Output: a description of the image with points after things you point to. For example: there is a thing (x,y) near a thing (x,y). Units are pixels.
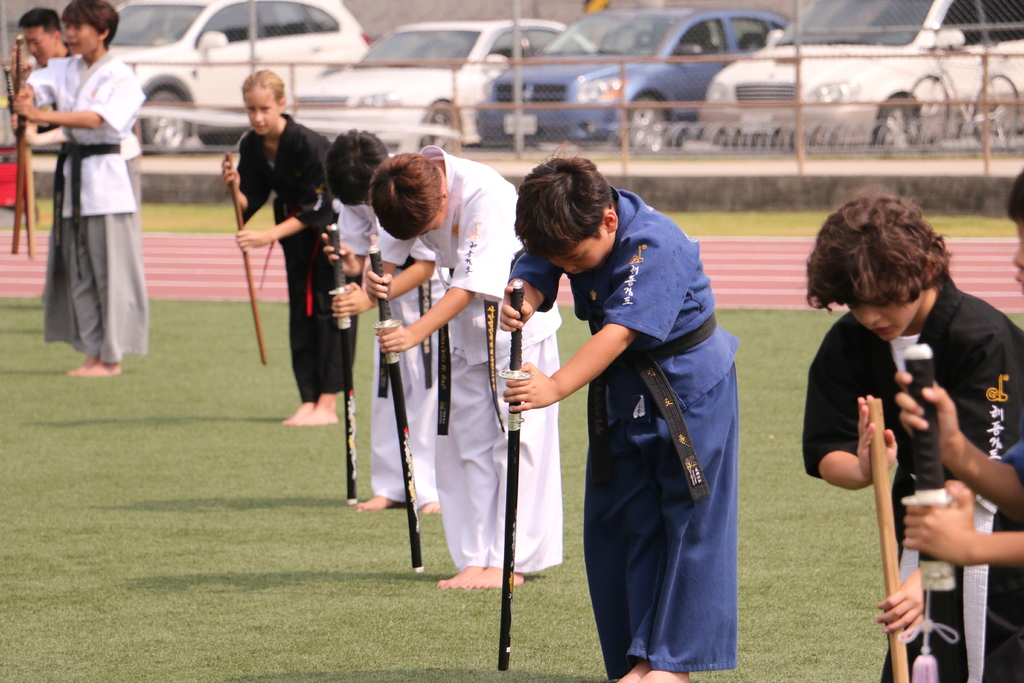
Here we can see few persons (70,252) standing on the ground (202,256) by holding sticks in their hands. In the background (333,125) we can see a fence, grass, vehicles (867,74) and a bicycle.
